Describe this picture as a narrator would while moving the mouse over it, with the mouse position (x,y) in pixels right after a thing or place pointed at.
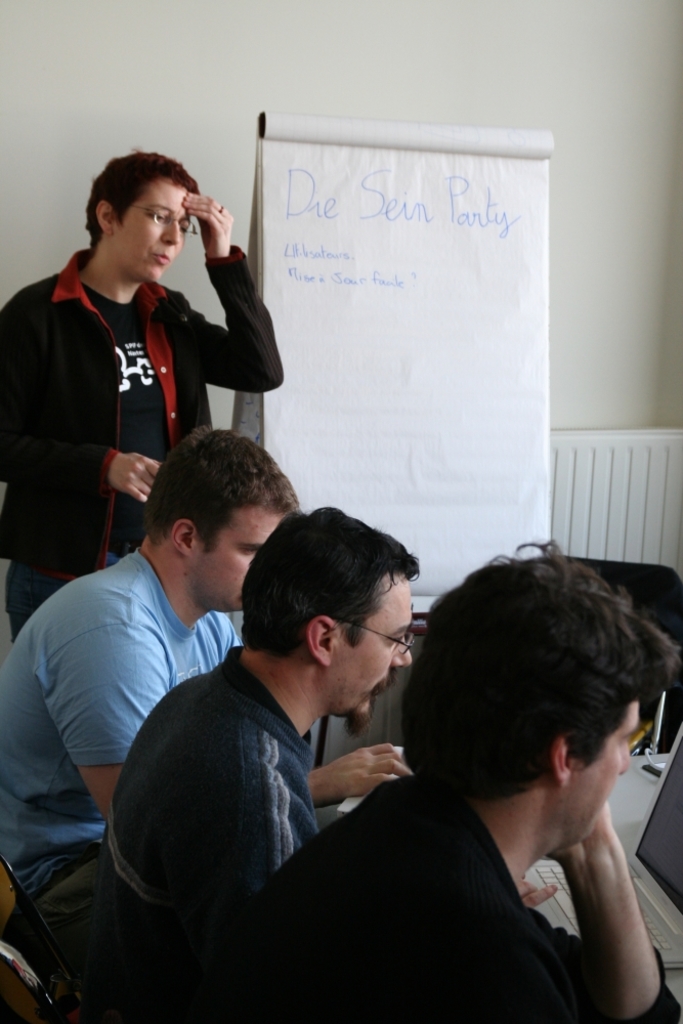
Here we can see three men (121,770) sitting on the chairs (53,934) at the table (665,759) and on the table (638,812) we can see laptop (666,851) and other objects (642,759). On the left (107,378) there is a woman (67,430) standing at the board (280,250) on a stand (261,176). In the background (663,497) we can see wall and an object (666,510).
